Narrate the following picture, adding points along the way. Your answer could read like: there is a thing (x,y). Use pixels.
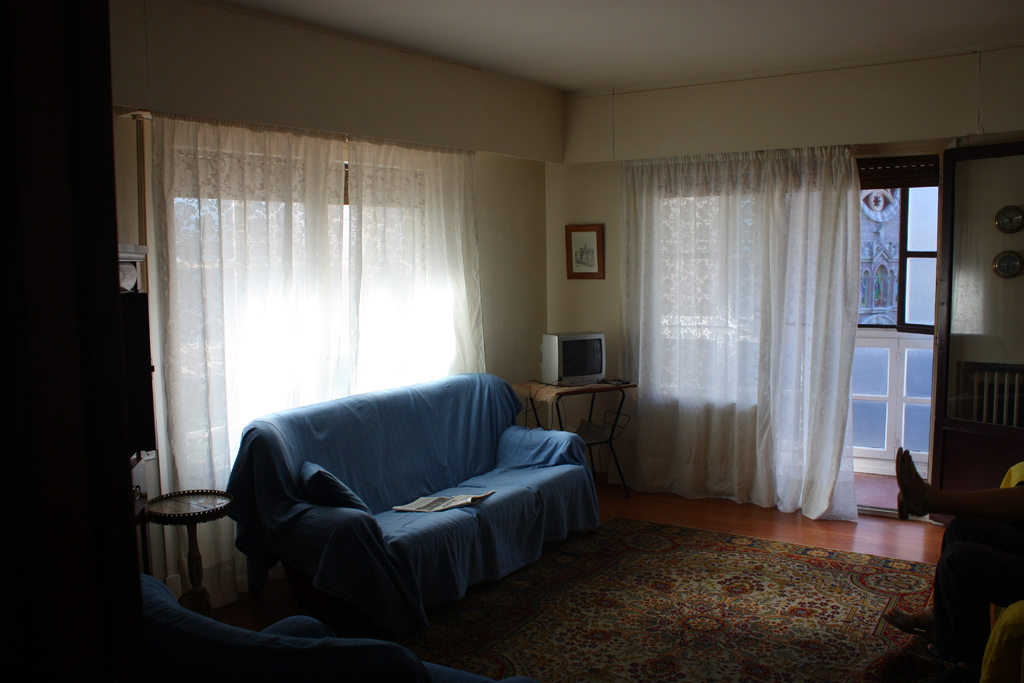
This is a picture of a room (518,612). On the right (915,478) there is a person (1006,534) seated. In the center of the image (498,383) there is a couch (567,469), desk (609,422), on the desk (557,394) there is a television (555,347). In this room (808,305) in the background (408,244) there are windows (875,366), curtains (765,301). The wall (586,155) is painted in white. On the wall (596,304) there is a frame (580,249). On the left (157,511) there is a table (189,503).
